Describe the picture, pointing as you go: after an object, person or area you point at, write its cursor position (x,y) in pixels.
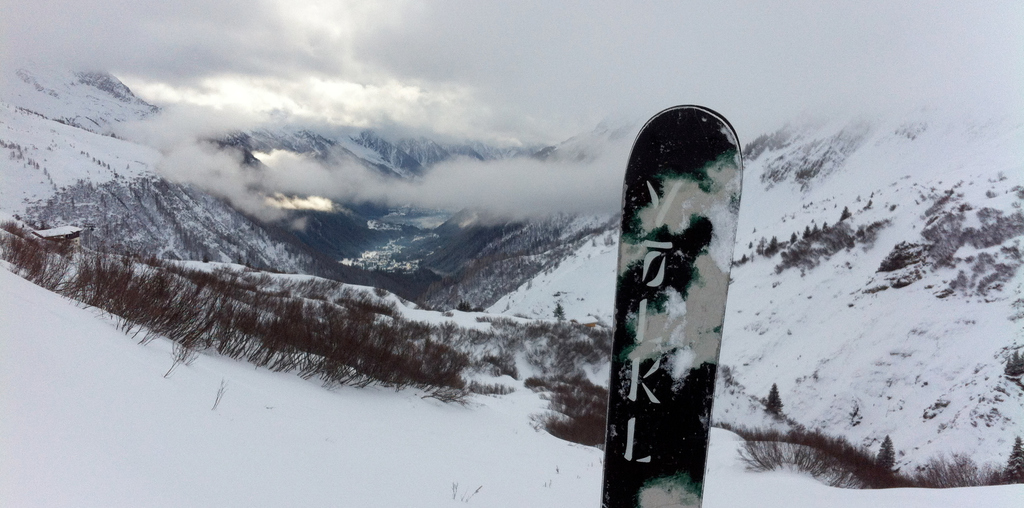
This picture is taken in a snow hill (732,293). In the center (652,226), there is a board (613,480). In the background (421,226), there are hills (563,233) covered with the snow (469,316), plants (543,339) and fog (426,199).
